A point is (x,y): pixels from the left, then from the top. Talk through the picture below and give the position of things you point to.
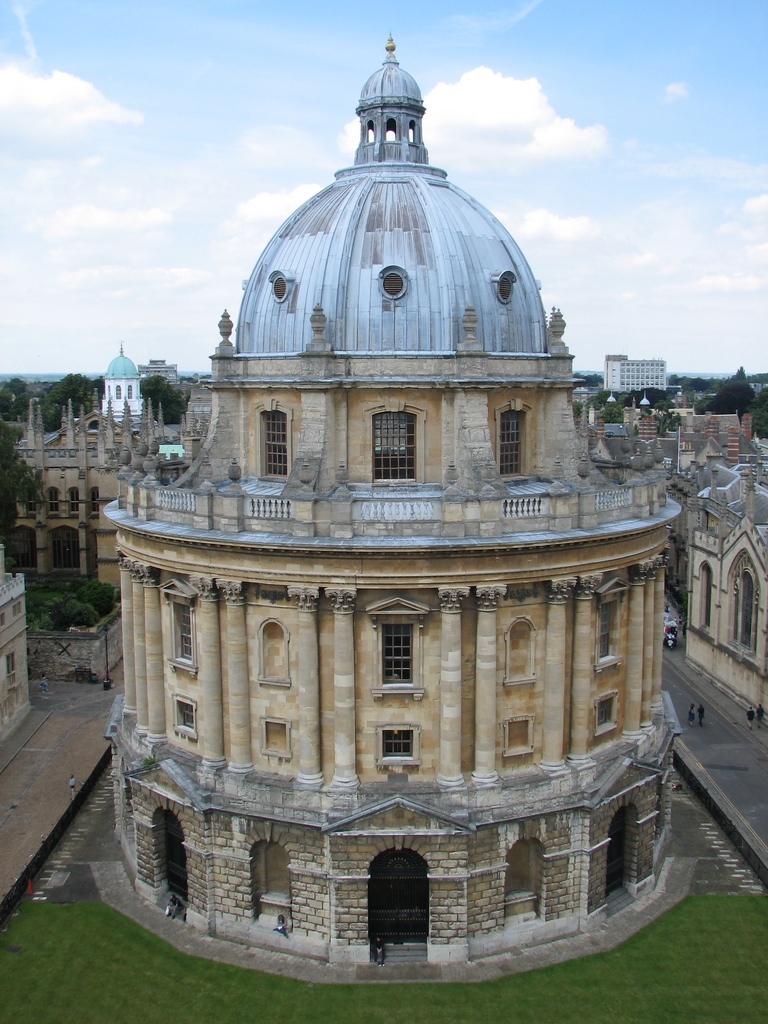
In this image I can see few buildings (438,479), trees (185,400) in green color and the sky (349,90) is in blue and white color.
